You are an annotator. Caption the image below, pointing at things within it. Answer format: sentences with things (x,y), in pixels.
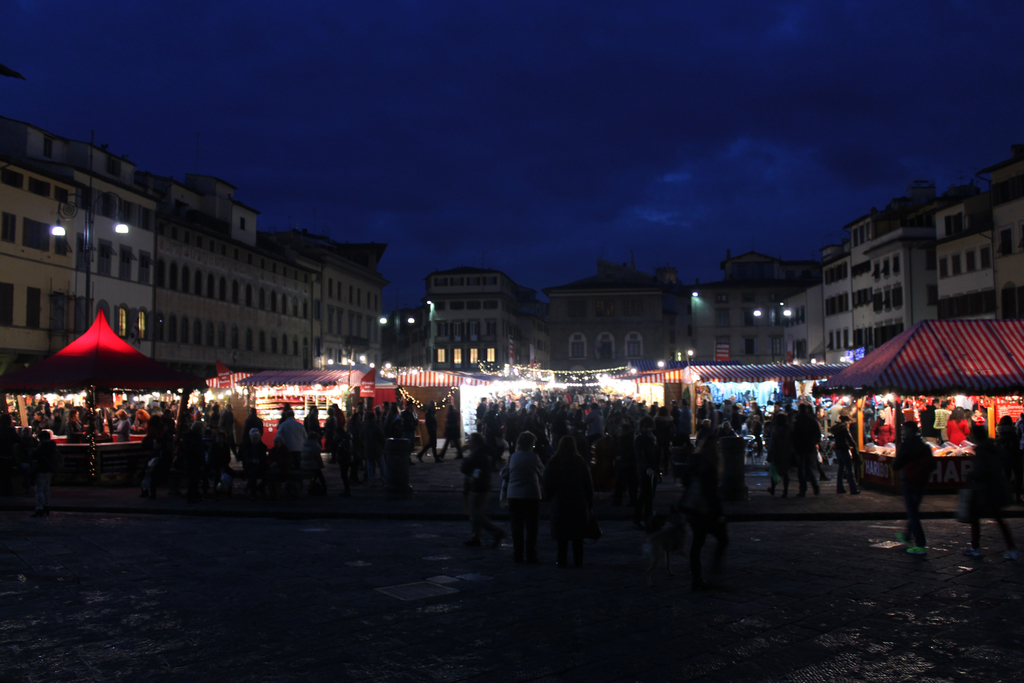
In this picture we can see buildings (633,323) in the background (786,326), there are some stores (921,383) here, we can see some people (773,434) standing in the front (683,481), there is the sky (622,100) at the top of the picture (608,107), we can see a pole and lights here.
